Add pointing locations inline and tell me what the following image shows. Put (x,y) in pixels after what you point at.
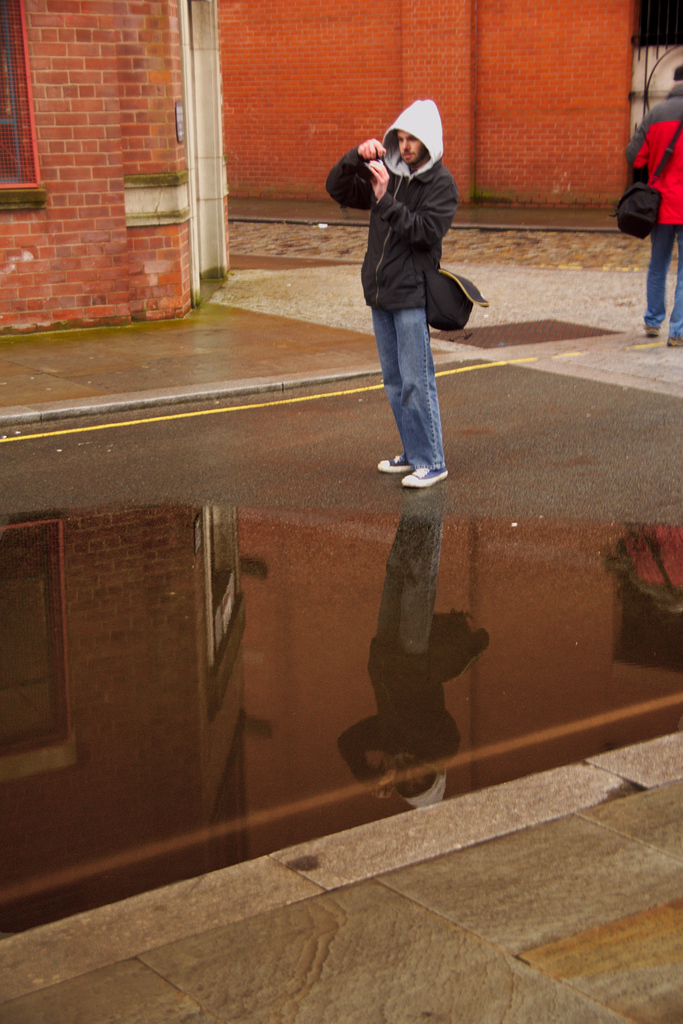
In this image we can see a man (411,429) is standing on the road (245,475). Behind the man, we can see the buildings (455,111). There is one more man (682,181) on the right side of the image (675,191). At the bottom of the image (459,882), we can see pavement (504,880) and water (284,713) on the road (247,466).
